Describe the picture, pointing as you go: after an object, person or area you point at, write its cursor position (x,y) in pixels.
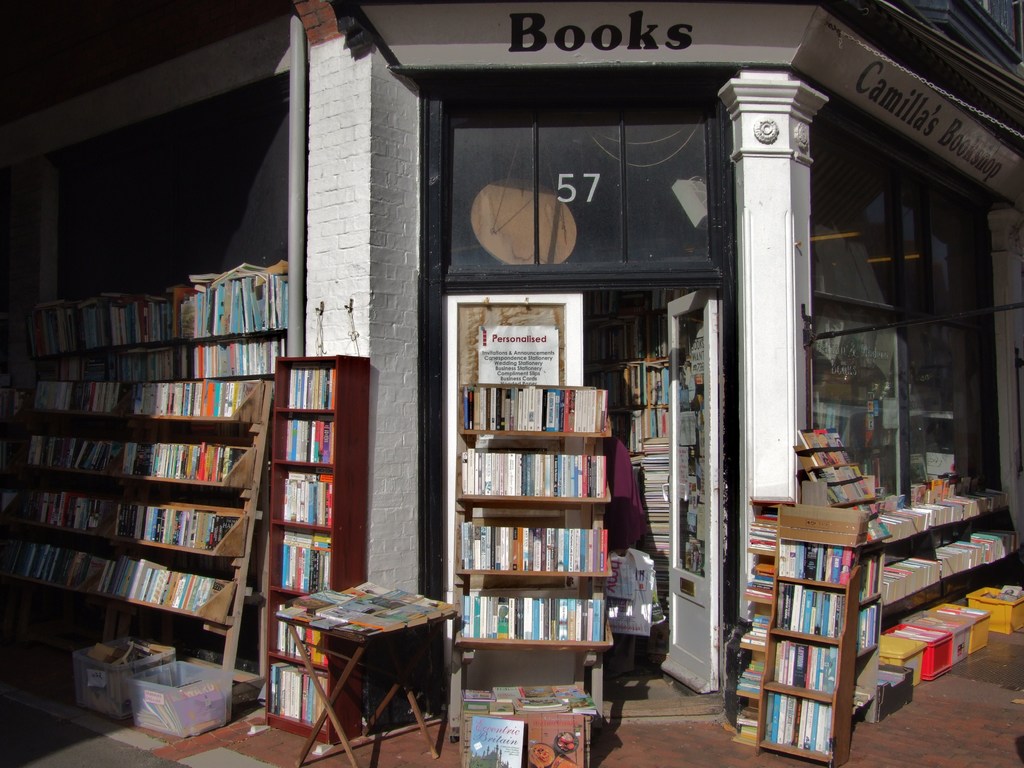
this picture shows a book store (331,312) where we see all the books (320,443) in the bookshelf (337,398) and few books (385,607) on the table (304,656) and few books (139,645) in the boxes (90,694).
